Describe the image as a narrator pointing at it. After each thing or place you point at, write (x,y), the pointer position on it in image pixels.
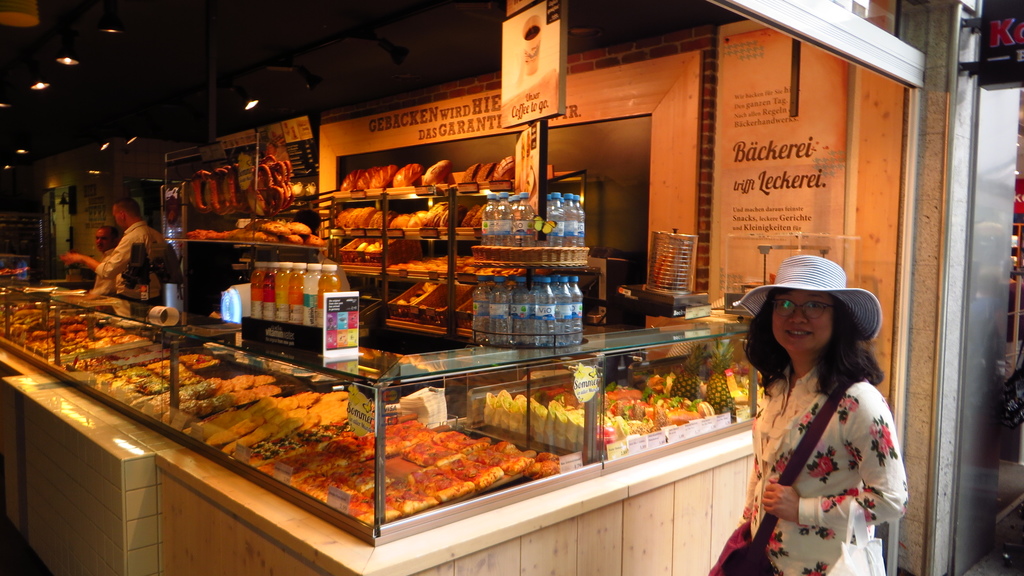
In this image we can see a store (401,404). In the store (125,381) there are persons (759,437) standing on the floor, disposal bottles (475,307), fruits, beverage bottles (281,308) and different types of foods (375,222) placed in the cupboards (190,326).
